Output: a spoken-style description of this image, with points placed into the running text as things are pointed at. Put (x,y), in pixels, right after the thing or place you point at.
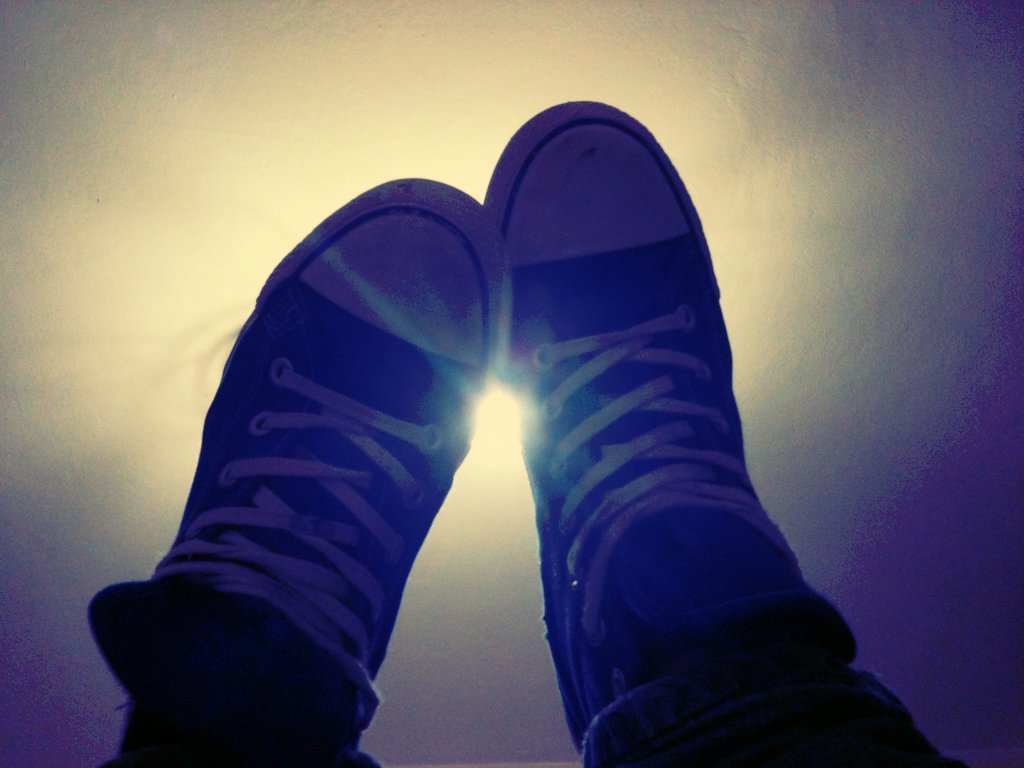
In this picture we can see a human legs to which there are shoes (533,380) and also we can see light focus (497,434).
